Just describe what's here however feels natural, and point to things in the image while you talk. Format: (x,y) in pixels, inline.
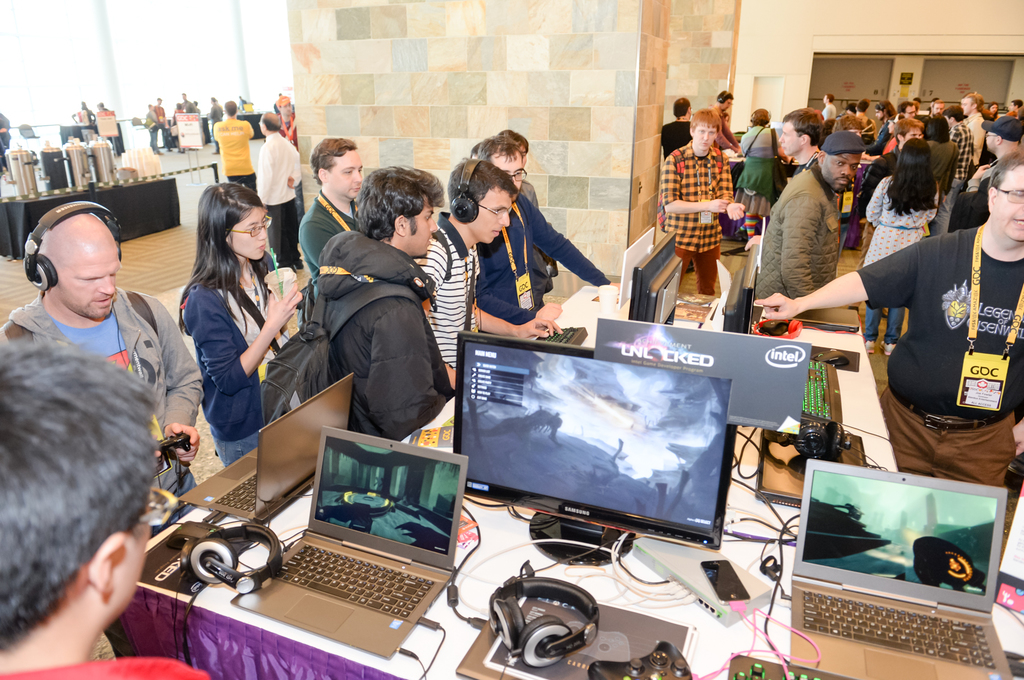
In this image there are so many people (524,335) standing on the hall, beside them there is a table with laptops (289,586) and desk tops (688,484), also there is a pillar (292,23) and elevators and there is a table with some cans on it.
